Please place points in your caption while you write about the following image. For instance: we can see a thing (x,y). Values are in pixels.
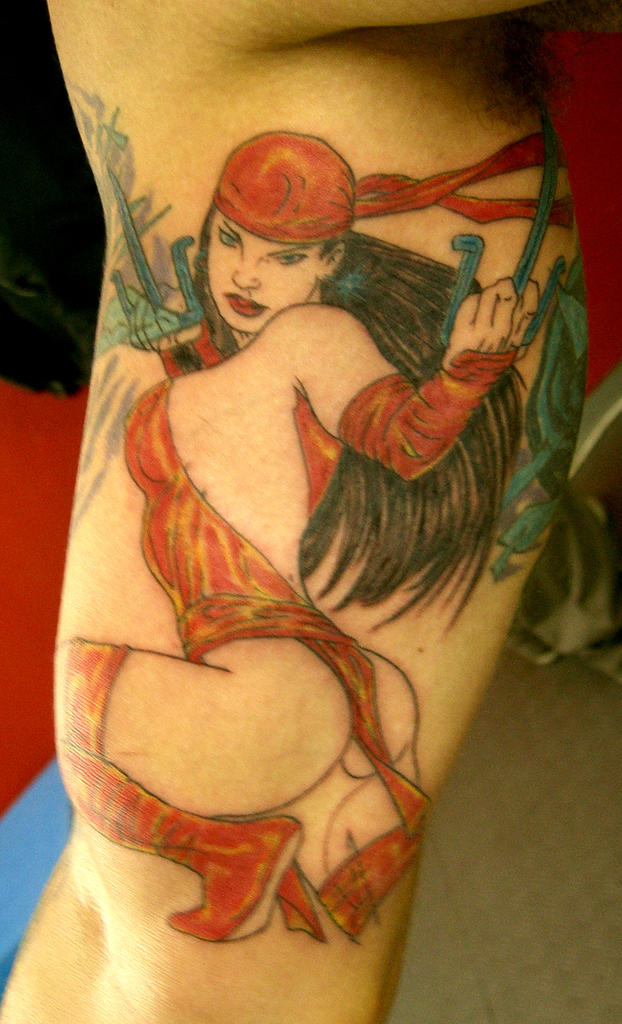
In the center of the image (328,666) we can see the arm (296,668) of a person (298,671) with a tattoo (313,681). In the background (66,433), we can see some objects (33,308).
